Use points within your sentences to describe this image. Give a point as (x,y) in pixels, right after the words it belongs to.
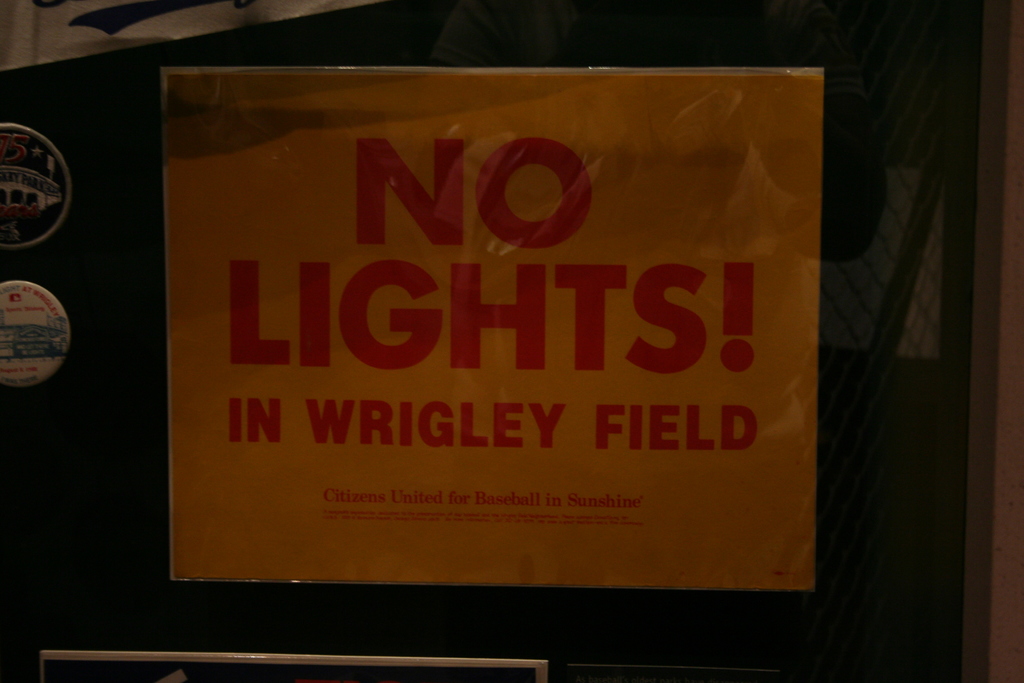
In this image we can see a paper (507,235) pasted on the mirror (140,194), magnets (32,166) with some pictures (50,331) and text (21,151) on them and mesh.
